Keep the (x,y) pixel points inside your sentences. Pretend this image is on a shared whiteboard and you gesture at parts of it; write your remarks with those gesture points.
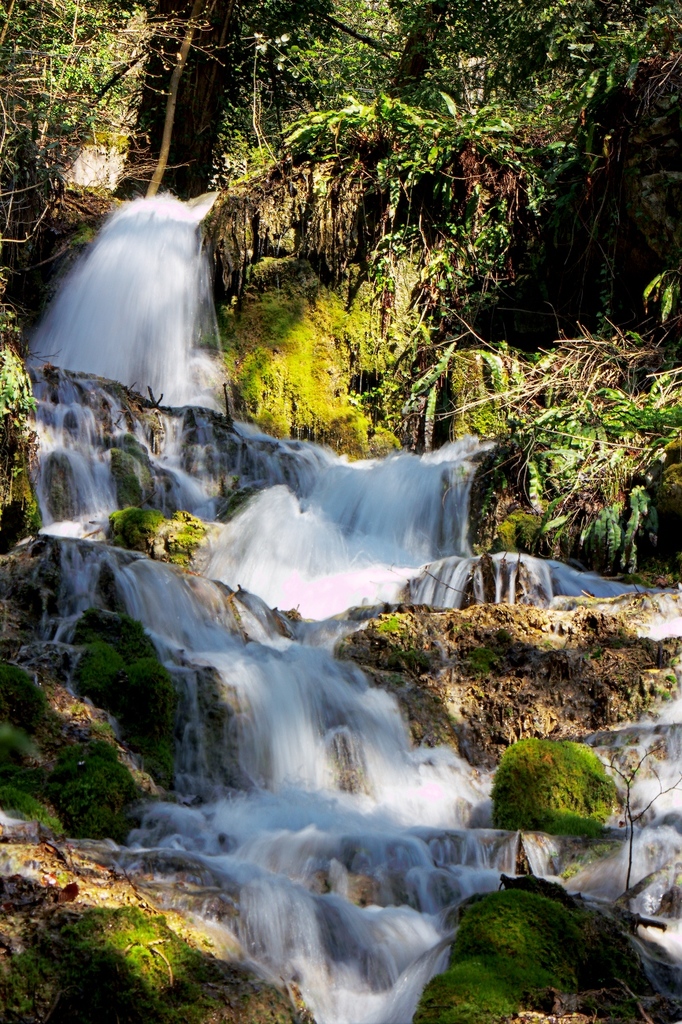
In this image we can see waterfall (304,761). Also there are trees (253,102) and plants (402,344).
